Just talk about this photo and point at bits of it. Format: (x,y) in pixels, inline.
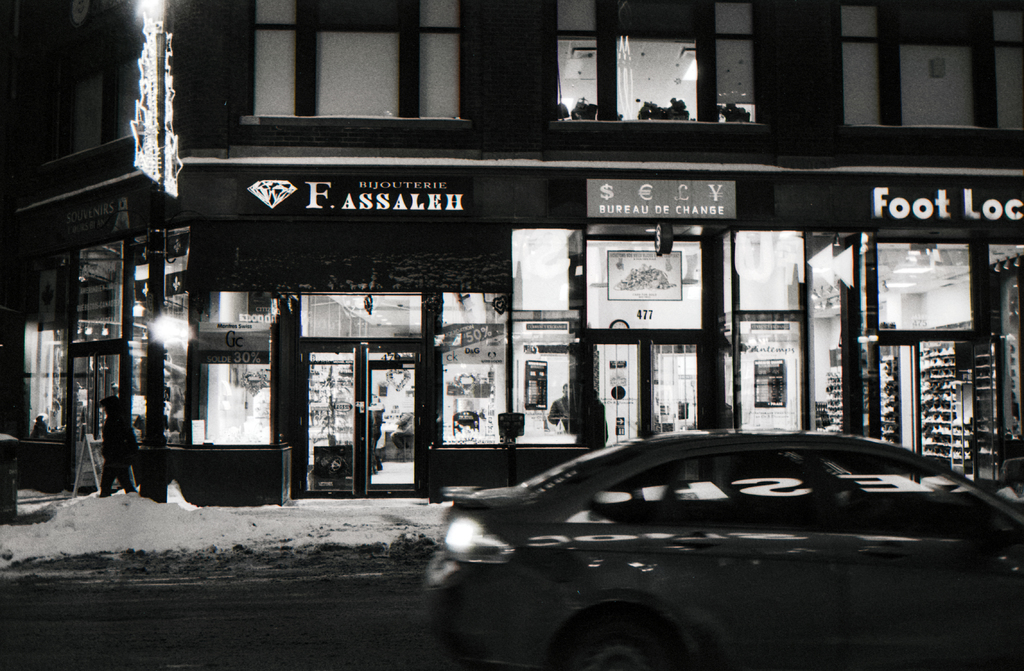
It is the black and white image in which there is a car (578,519) on the road (271,627). In the background (376,191) there is a building (211,48) with the glass windows (591,60) at the top (595,86) and there are stores (428,334) under the building (589,134). On the left side (149,70) top there is a light (150,19). There are hoardings (939,197) kept near the stores (560,312).
